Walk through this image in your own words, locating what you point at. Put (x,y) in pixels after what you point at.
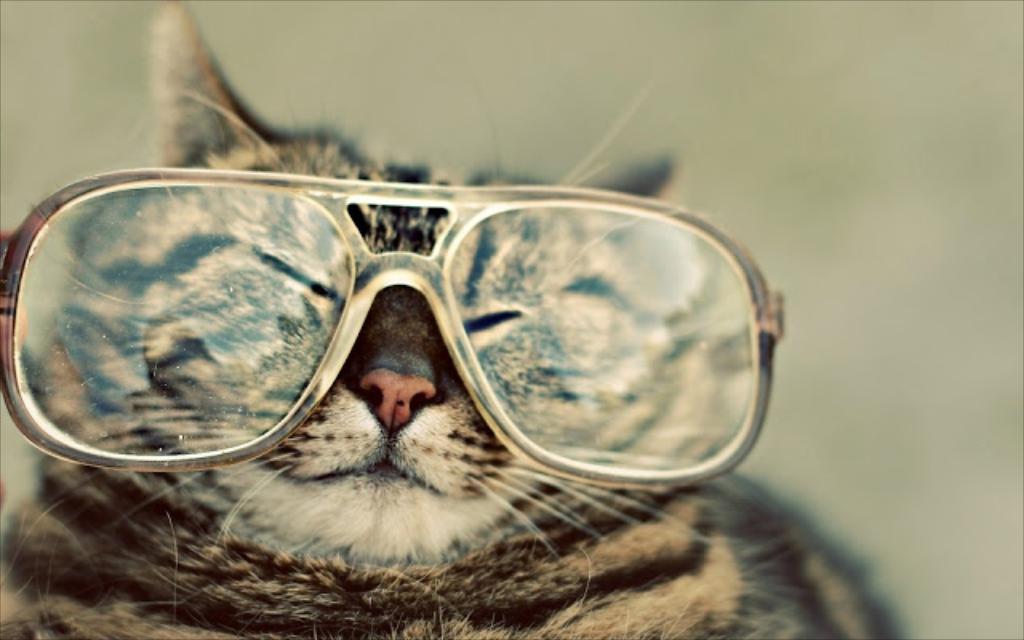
In this image there is a cat (438,498) and there is a spec (274,343) on the face (411,305) of a cat (383,299) and the background (913,186) is blurry.
